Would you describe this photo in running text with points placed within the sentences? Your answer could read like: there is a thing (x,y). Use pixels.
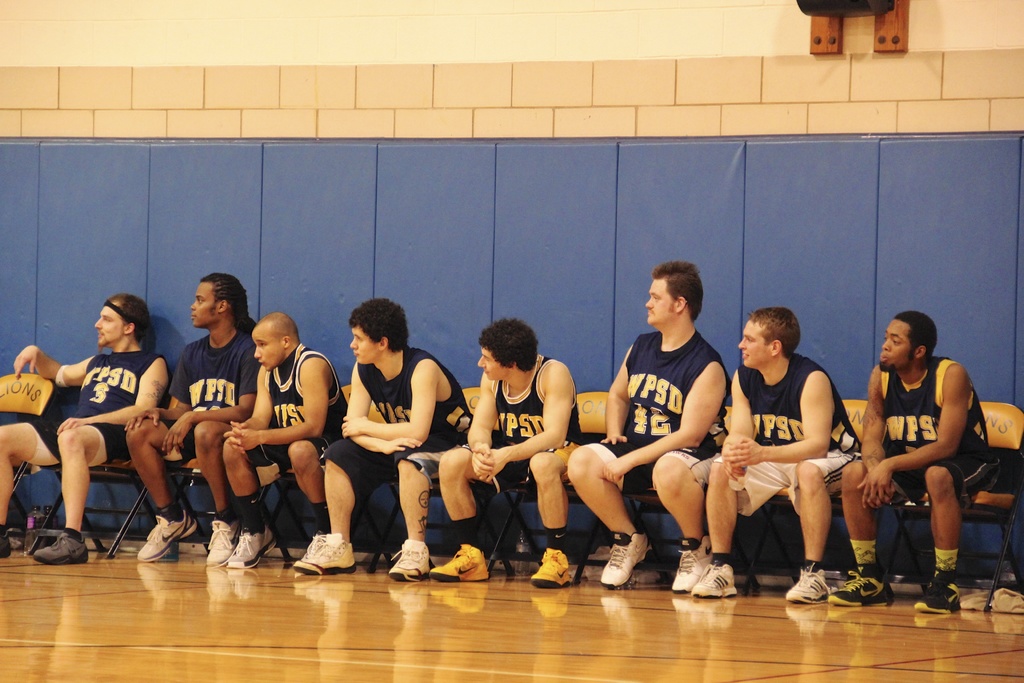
In this image, we can see a group of people (971,463) are sitting on the chairs (523,496). At the bottom (635,652), we can see a floor (522,649). Background (736,182) there is a wall (643,236). Here we can see wooden object (902,36) and black color thing (835,13).
